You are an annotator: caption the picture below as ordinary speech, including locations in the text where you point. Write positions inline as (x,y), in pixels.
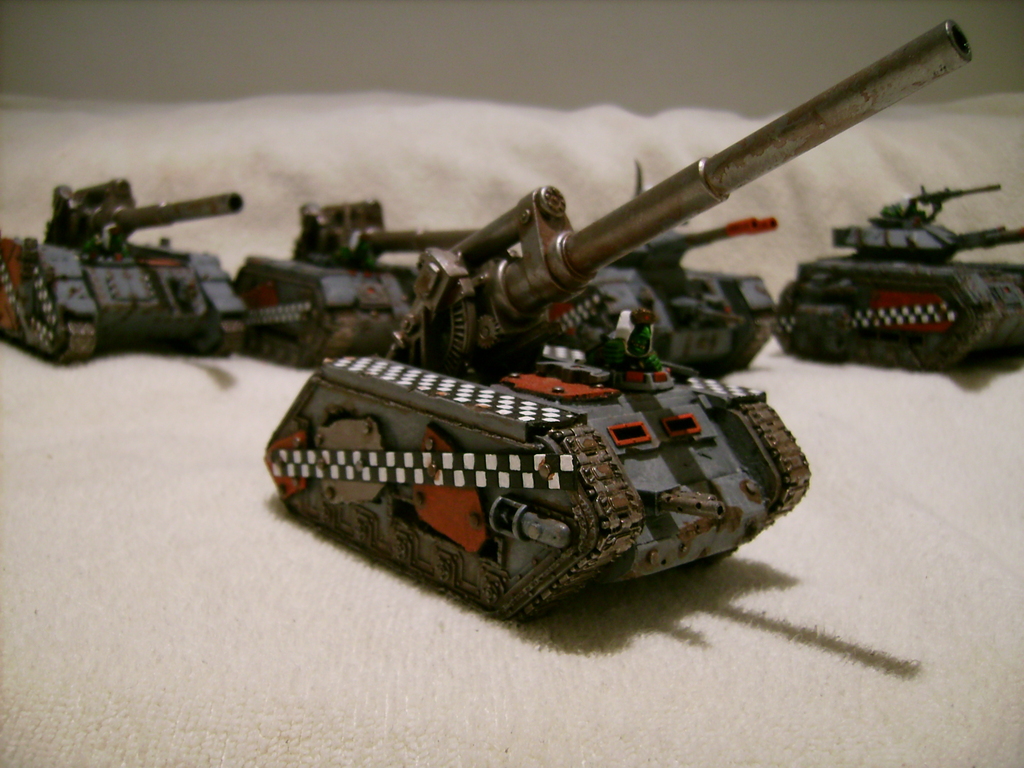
This picture contains panzers (821,312) placed on the white color cloth (796,586). In the background (815,197), it is white in color.
